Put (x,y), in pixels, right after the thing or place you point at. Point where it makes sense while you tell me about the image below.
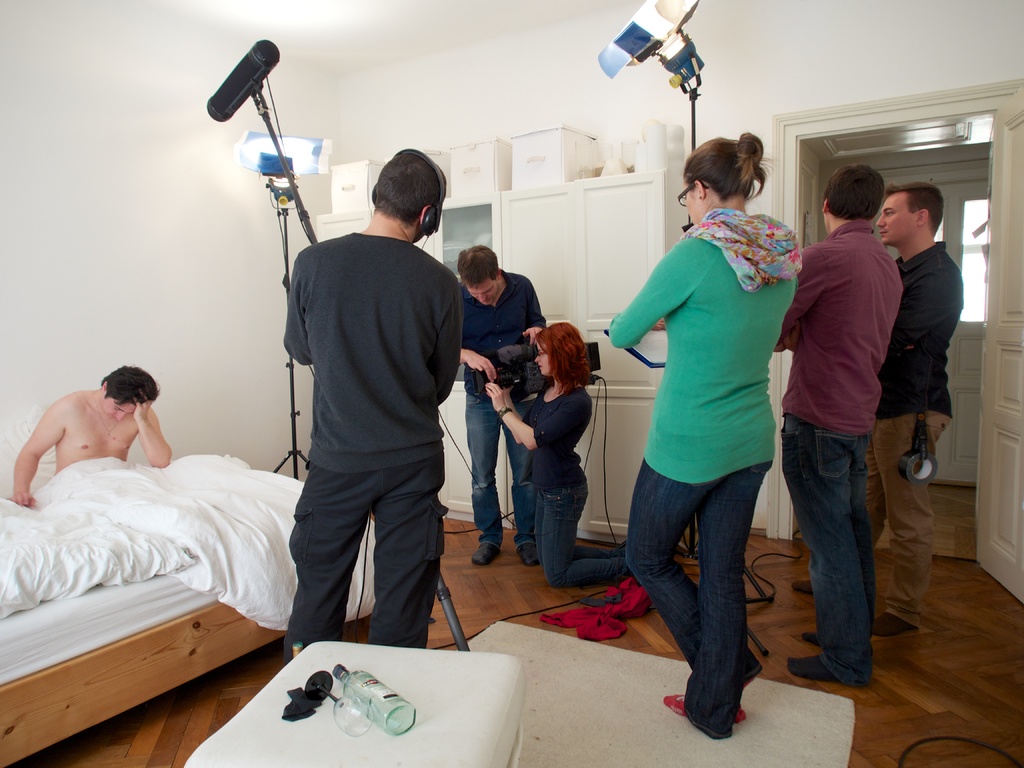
In this picture on the right side (686,508), we can see 3 people (876,267) standing on the wooden floor (899,699) in a white room (717,554) with a door (1019,518). In the center (358,261) we can see people (376,189) holding video cameras (488,381), headsets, Flash lights (613,57) with stands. On the left side (28,489), we can see a person (32,505) sitting on a white bed (224,503) and there is also a chair (292,675) with a bottle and a glass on it. In the background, we can see a white cupboard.
